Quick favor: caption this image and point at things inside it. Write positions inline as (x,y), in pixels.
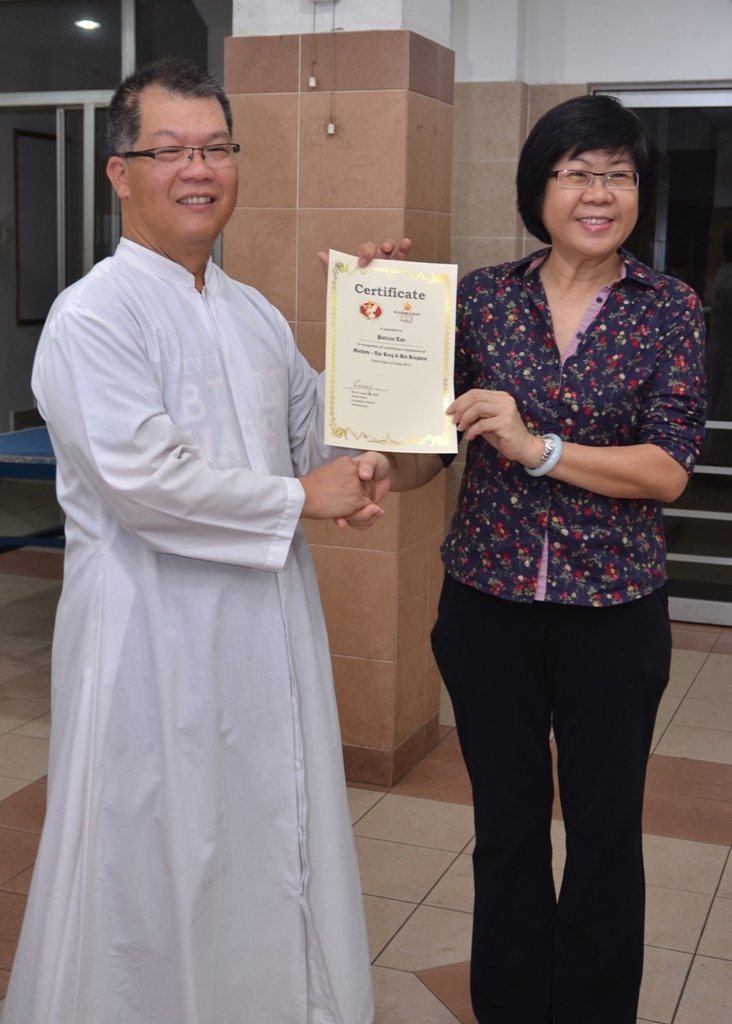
In this image there is a man (240,783) and woman (588,419) shaking their hands (362,467) and holding a certificate (404,392) in their hands (497,429), in the background (240,52) there is a pillar (404,165) and there is a wall (603,13) for that wall (628,68) there are doors (65,106).
